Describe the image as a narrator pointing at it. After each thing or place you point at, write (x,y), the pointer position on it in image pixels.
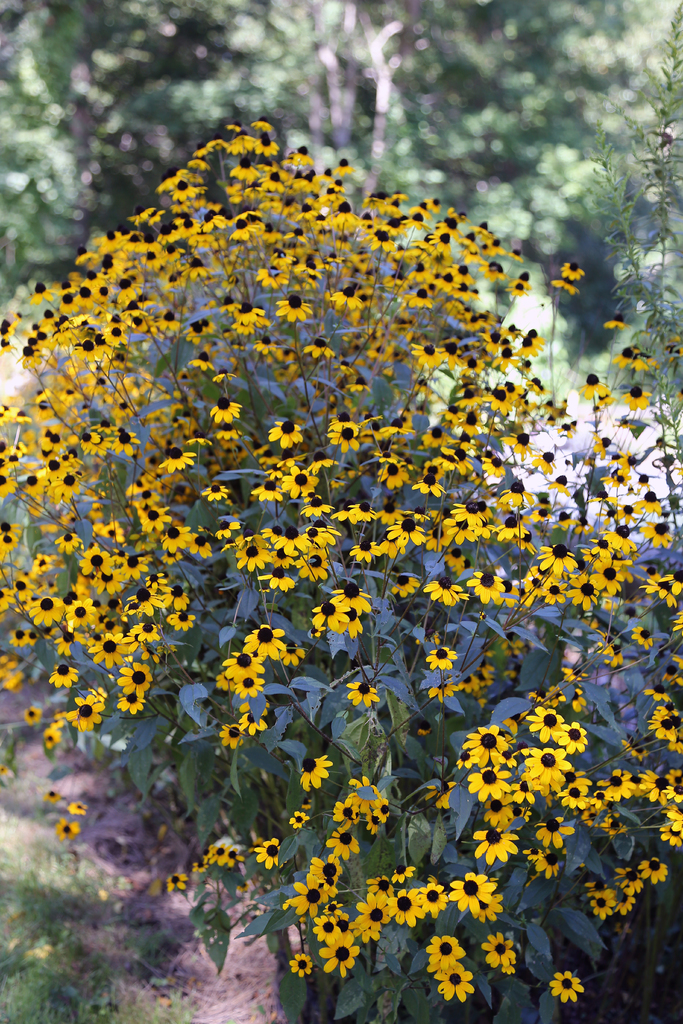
In this image we can see some plants (382,749) with flowers (604,916), some trees (84,14) in the background (62,7) and some grass (51,838) on the ground (29,786).
